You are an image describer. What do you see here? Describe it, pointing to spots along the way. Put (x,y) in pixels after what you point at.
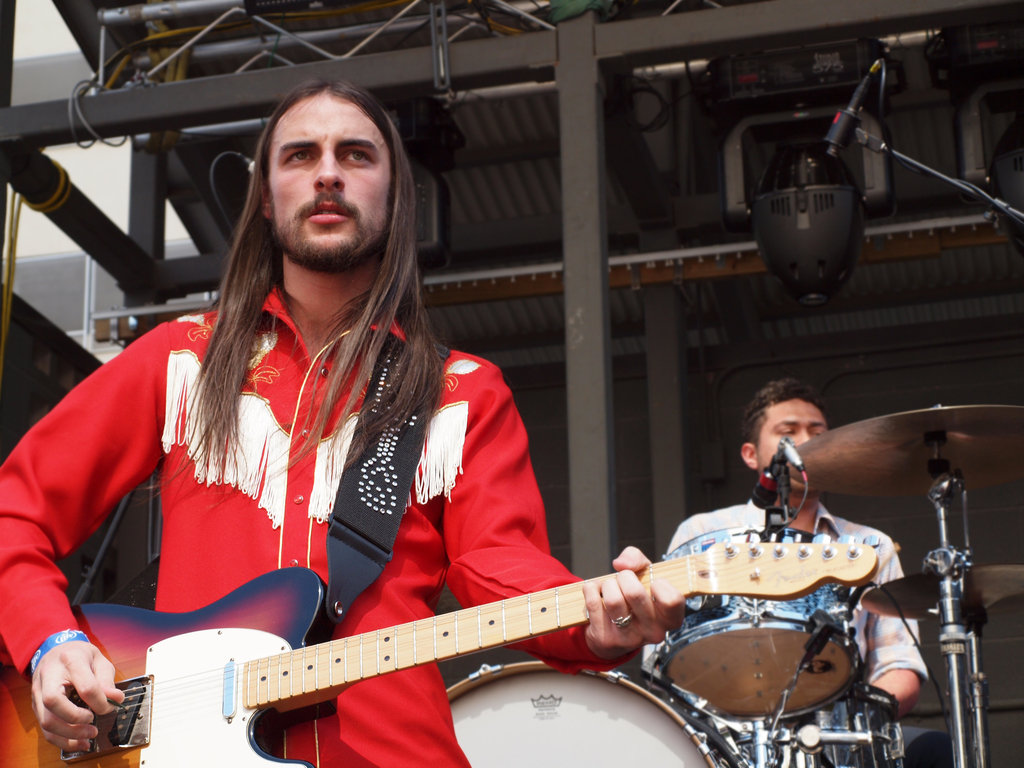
In the image we can see two men (277,542) wearing clothes (33,630). The left side man (51,550) is wearing finger ring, bracelet (37,657) and holding a guitar (329,663) in hand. We can even see musical instruments (644,724), microphone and pole (573,423).
